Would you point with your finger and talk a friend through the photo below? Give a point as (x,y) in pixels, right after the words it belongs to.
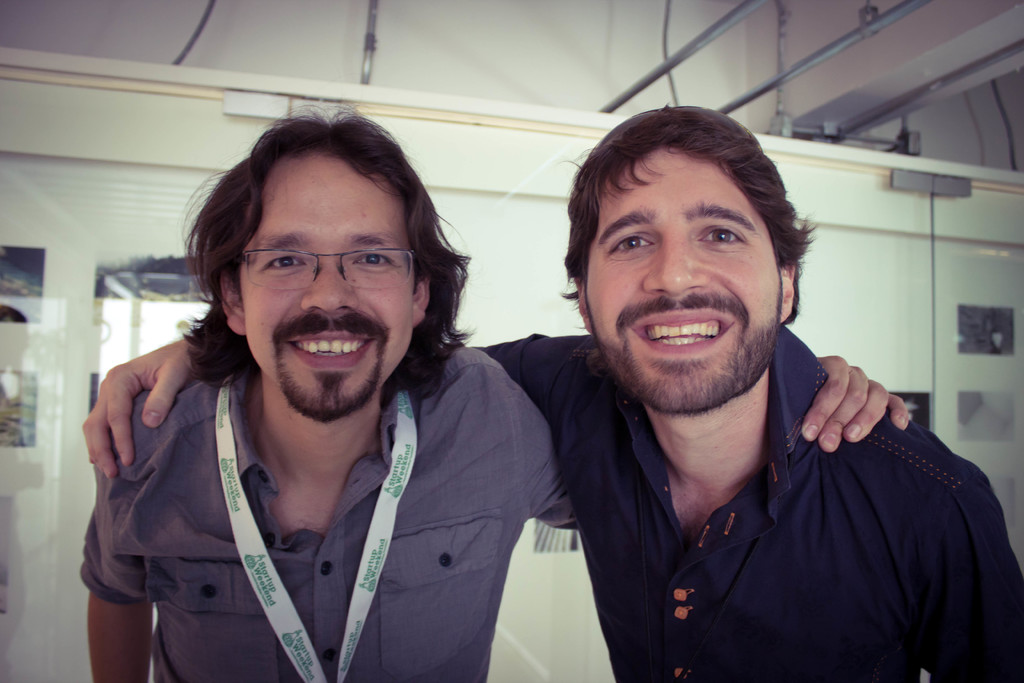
In the image two persons (639,201) are standing and smiling. Behind them there is a wall (61,102).
